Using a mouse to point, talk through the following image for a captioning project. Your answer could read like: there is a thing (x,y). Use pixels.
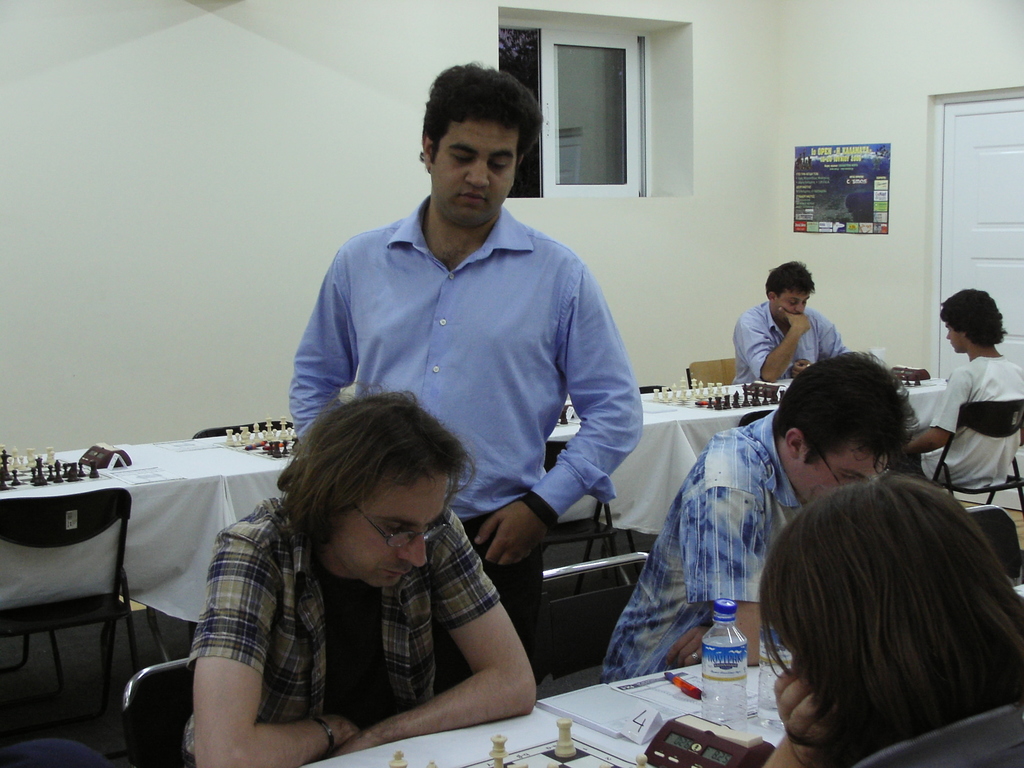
In this image I can see people (514,381) where one is standing and rest all are sitting on chairs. I can also see tables (686,427) and on these tables (217,463) I can see chess boards (531,761), bottle (741,723) and stopwatches (670,749). Here on this wall (901,179) I can see poster (844,187).
